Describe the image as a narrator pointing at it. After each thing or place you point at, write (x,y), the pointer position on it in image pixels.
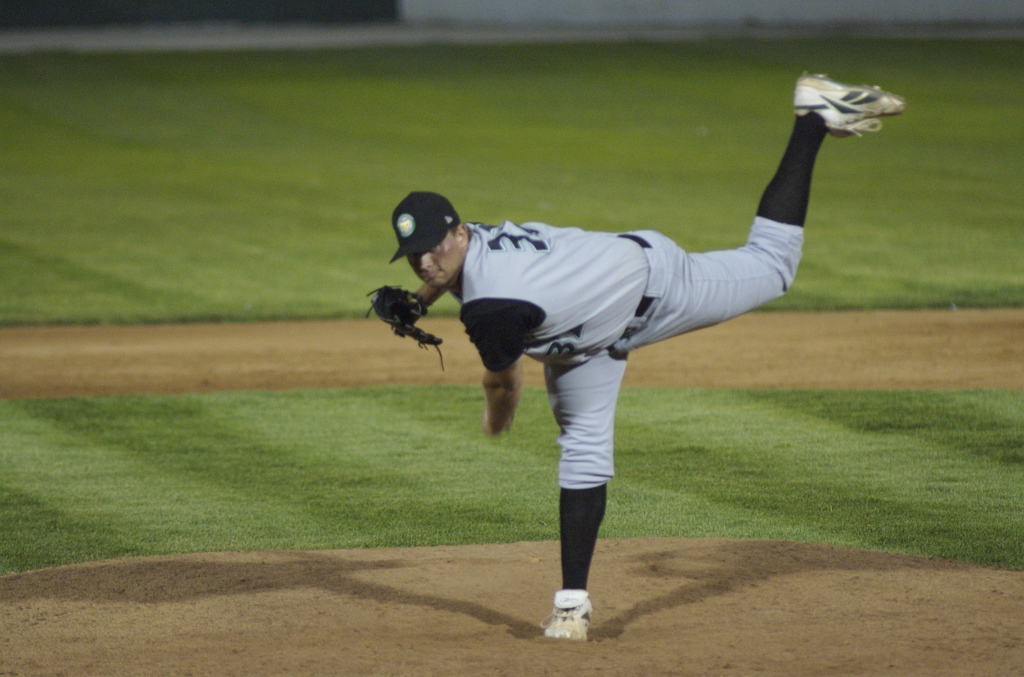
In this picture I can see a man (619,314) in the middle (583,309), it looks like a playing ground (756,403) in the background (749,433).
